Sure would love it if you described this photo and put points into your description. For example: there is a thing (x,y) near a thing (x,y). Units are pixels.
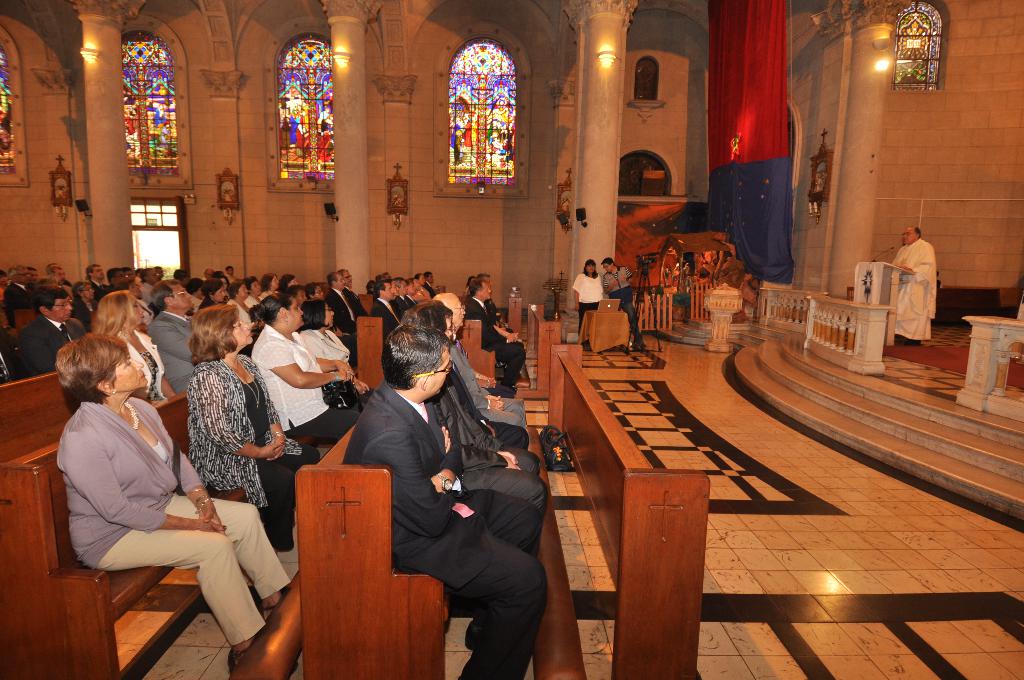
In this image there are group of people (462,364) sitting on the benches (83,628), camera (639,271) on the tripod stand (644,310), there is a table (621,311), laptop (609,305), podium (874,289), mike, a person (903,293) standing near a podium (889,312), lights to the pillars (95,0), curtain (716,52).
